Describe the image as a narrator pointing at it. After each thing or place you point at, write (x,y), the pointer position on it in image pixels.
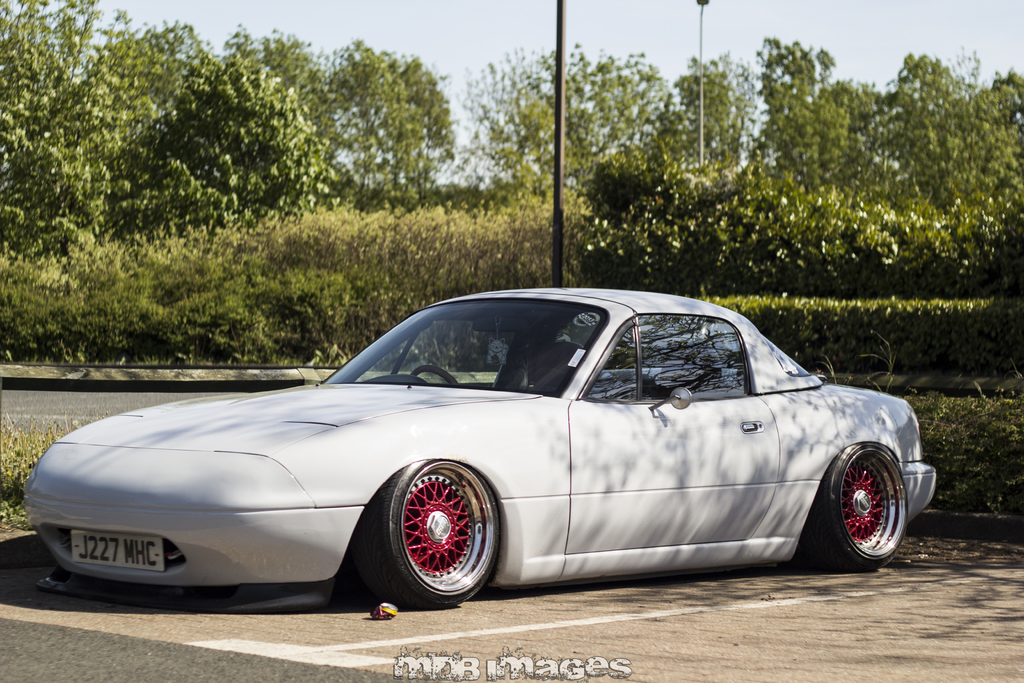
In this picture there is a white car (660,439) on the road (596,649). At the back (806,340) there are trees (804,126) and poles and there is a railing (112,374). At the top (370,41) there is sky (316,39). At the bottom (789,649) there is a road (807,662) and there is text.
